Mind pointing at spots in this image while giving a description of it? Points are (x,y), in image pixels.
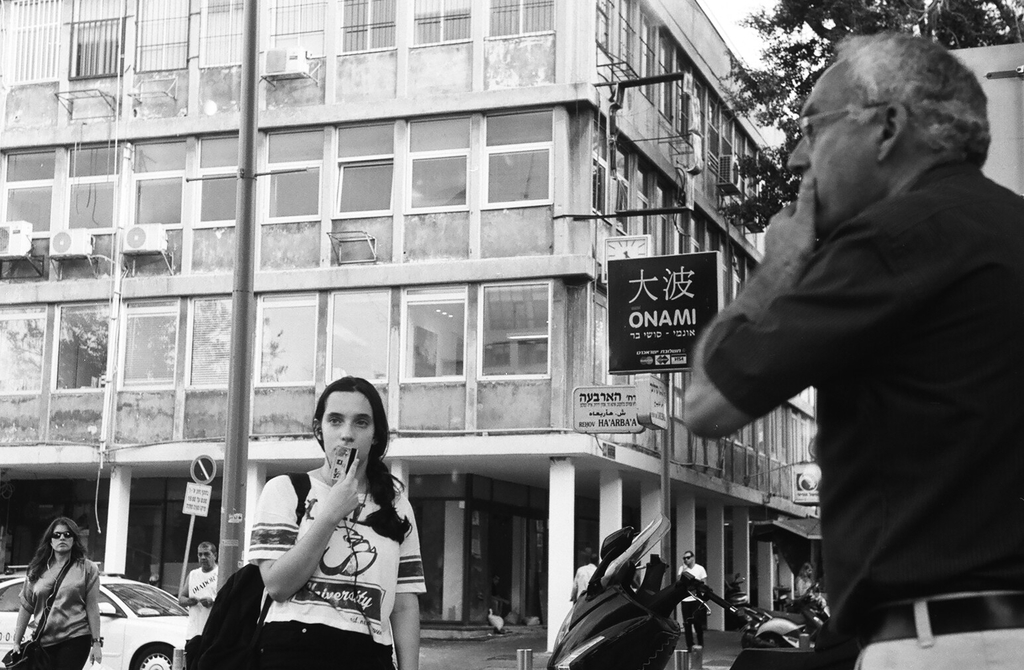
This is a black and white picture. This picture is clicked in the city. At the bottom of the picture (358,579), we see people (300,618) standing on the road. The woman (328,566) in white T-shirt (348,580) is wearing a black backpack (225,626). Behind her, we see a pole (226,554). In the background (219,486), we see buildings (524,382) and a board (651,336) in black color with some text (646,343) written on it. On the right side (770,54), we see trees (772,110) and a man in black shirt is standing.
